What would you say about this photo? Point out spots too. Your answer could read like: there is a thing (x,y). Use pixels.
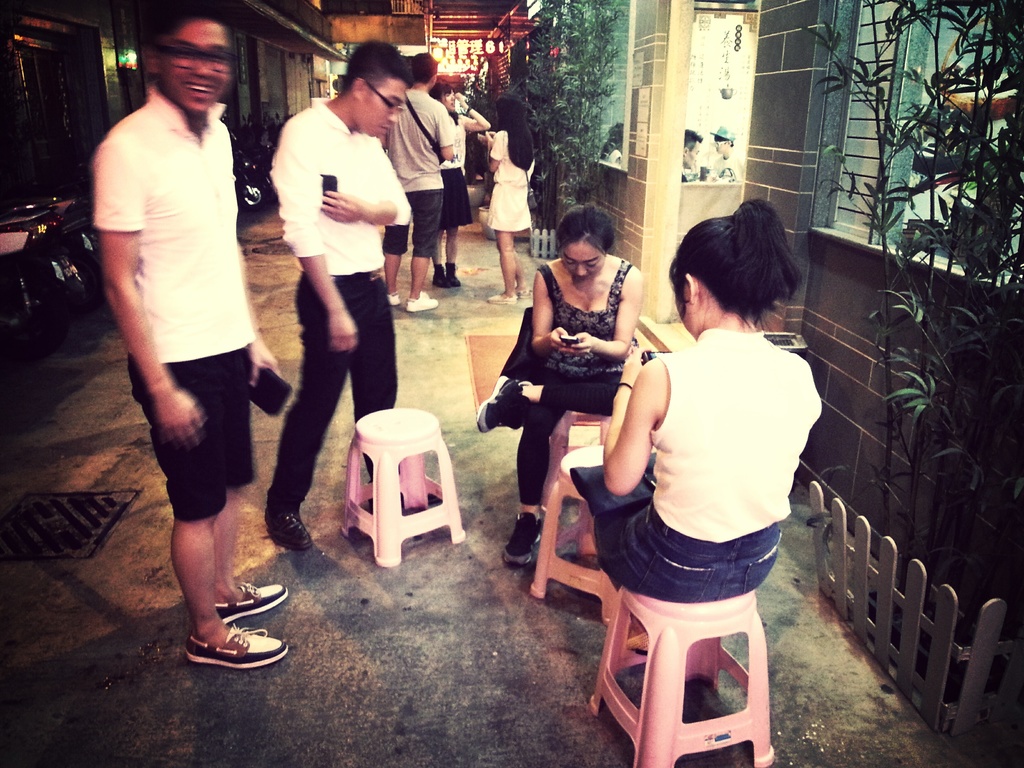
On the right side (691,554) two beautiful girls (694,491) are sitting on the stools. On the left side (105,200) 2 boys (201,434) are standing.
